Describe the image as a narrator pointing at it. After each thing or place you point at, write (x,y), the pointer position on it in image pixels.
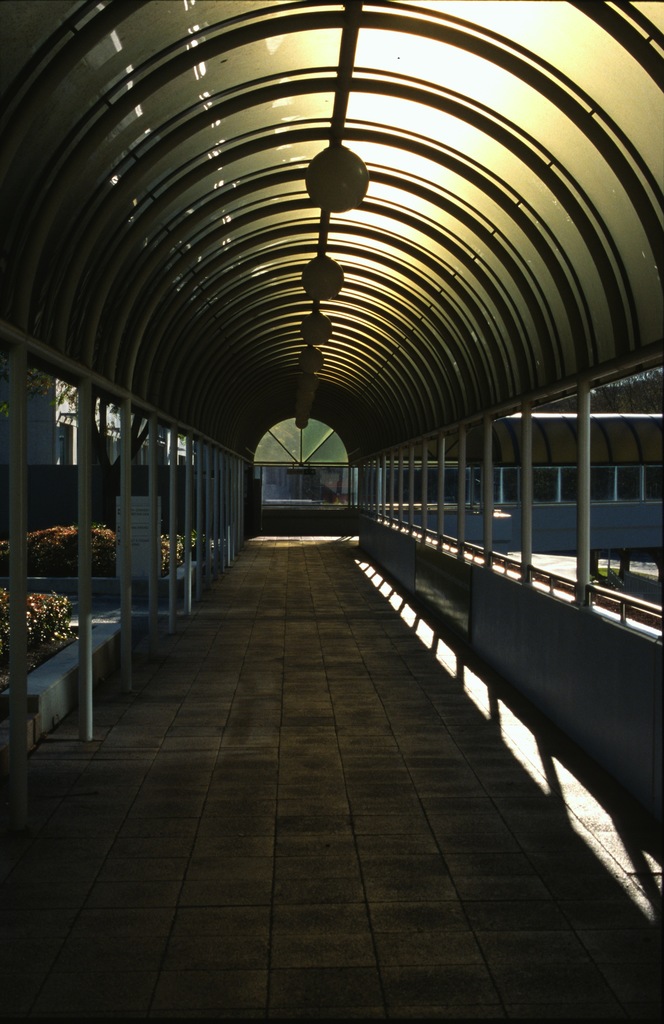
In this image on the right side (530,561) and left side (20,655) there are some poles (128,609), and there is a wall (649,664). At the bottom (233,846) there is a walkway (221,686) and also we can see some trees (54,600) and some boards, at the top (168,234) there might be a ceiling (357,255) and some objects (327,173).
